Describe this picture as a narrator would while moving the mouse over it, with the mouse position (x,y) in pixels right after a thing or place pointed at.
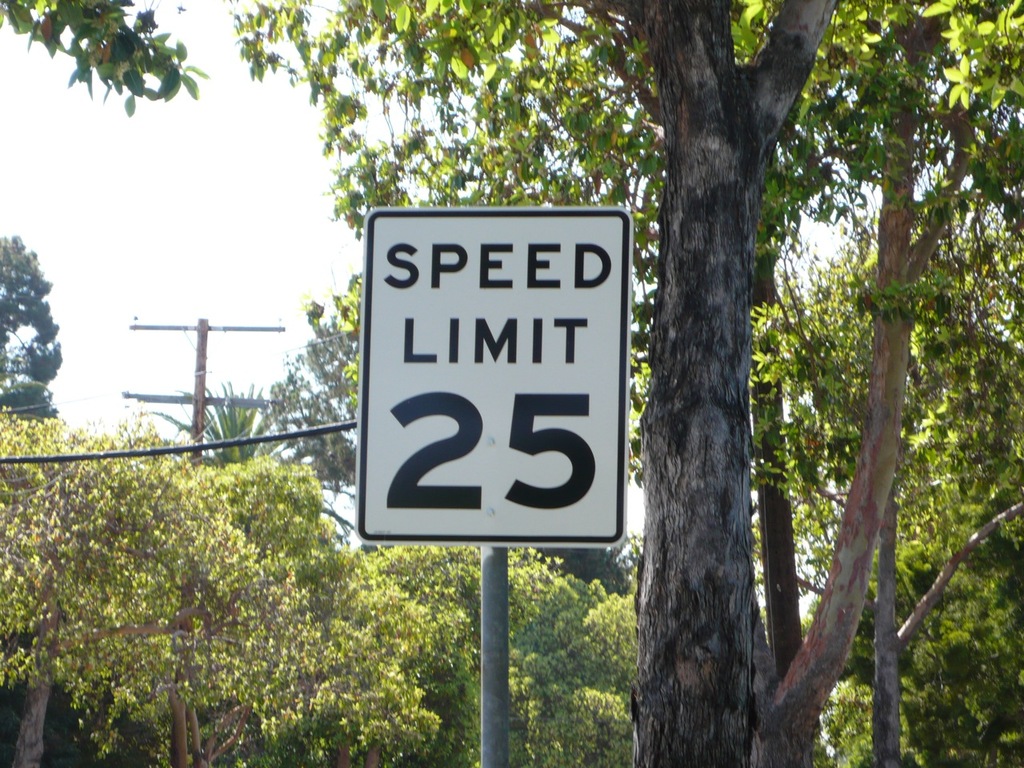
In front of the picture, we see a white board (474,502) with text (406,410) written as "Speed Limit 25". In the background (633,586), there are trees (633,586) and we even see an electric pole (216,328) in the background (202,332). In the left top of the picture (94,175), we see the sky (218,226).
